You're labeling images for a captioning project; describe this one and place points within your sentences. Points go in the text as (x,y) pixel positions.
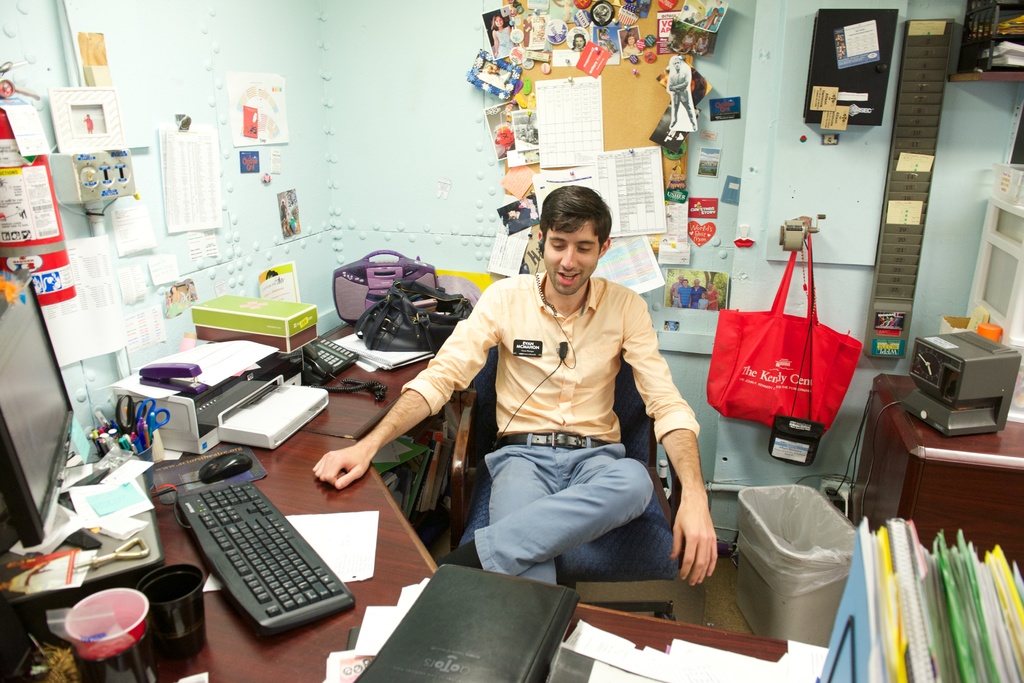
Here we can see a man (495,329) sitting on a chair (477,528) in the middle (447,391) and in front of him there is a system (17,321) present and there is a printer (180,440) beside it and there are books (346,339) present and files (937,671) present here and there and behind him we can see a bag (782,339) and there are posters (536,36) stick to the wall (665,316).
